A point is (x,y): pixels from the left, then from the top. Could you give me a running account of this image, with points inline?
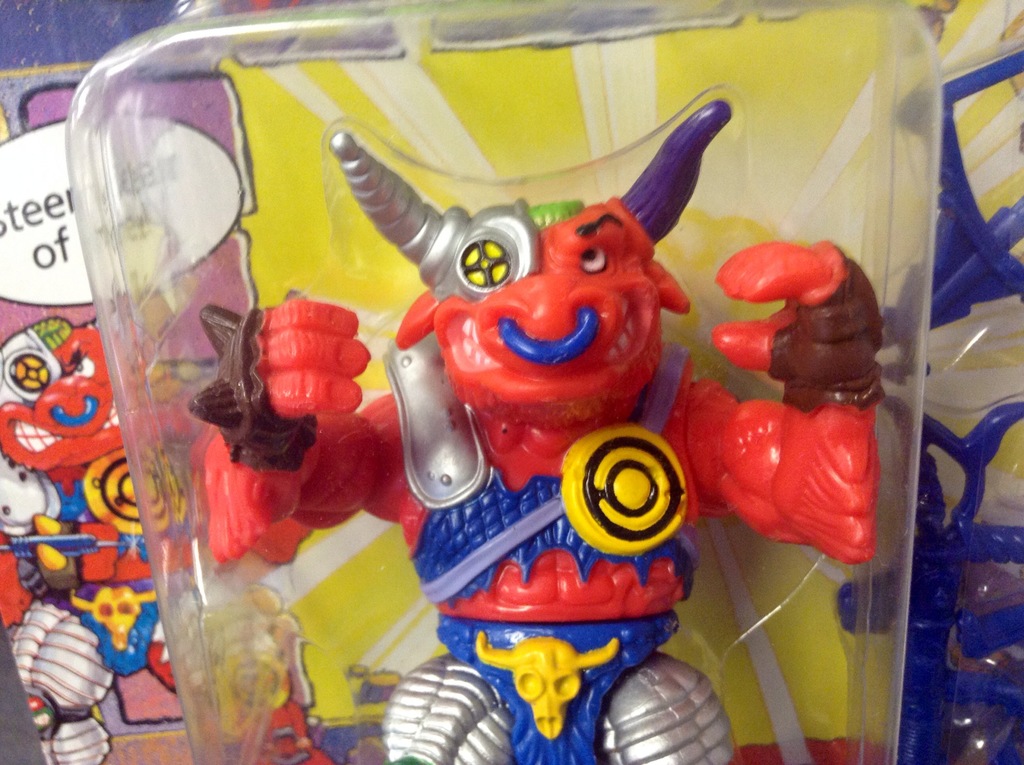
Here I can see a toy (546,406) in a box (274,208). At the back of it I can see some more colorful toys (946,568).
